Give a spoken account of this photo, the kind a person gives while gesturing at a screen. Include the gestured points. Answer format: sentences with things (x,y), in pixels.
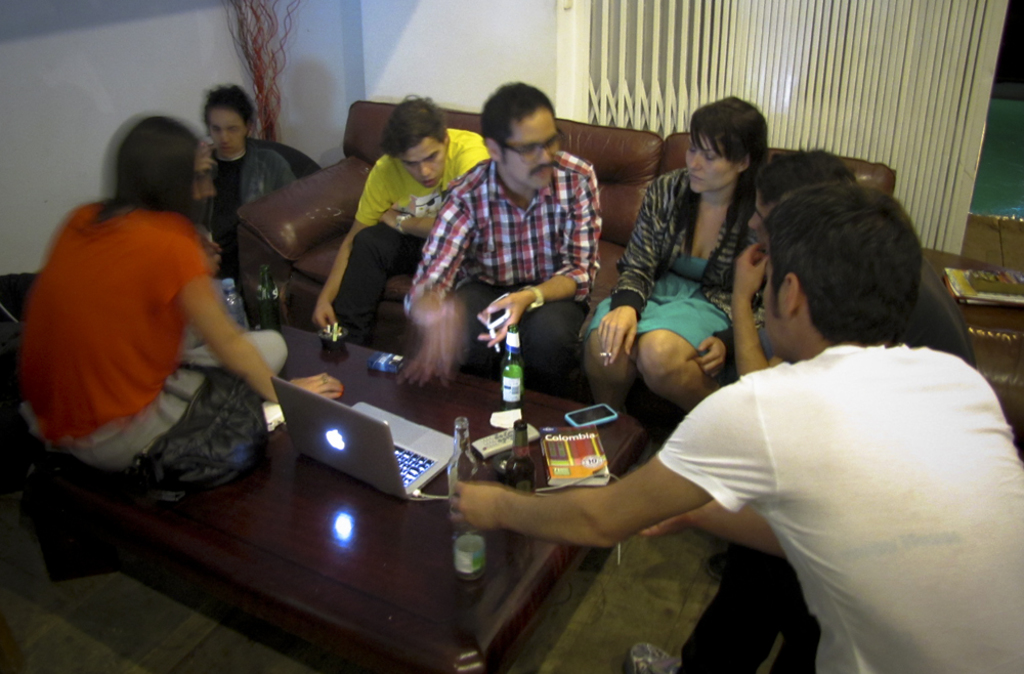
There are group of people (454,175) sitting in a sofa (340,164) and there is a table (381,392) in front of them where one lady (175,381) sat on it and there is a mac book (355,451) and some drink bottles (462,453) and mobile phone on it.
